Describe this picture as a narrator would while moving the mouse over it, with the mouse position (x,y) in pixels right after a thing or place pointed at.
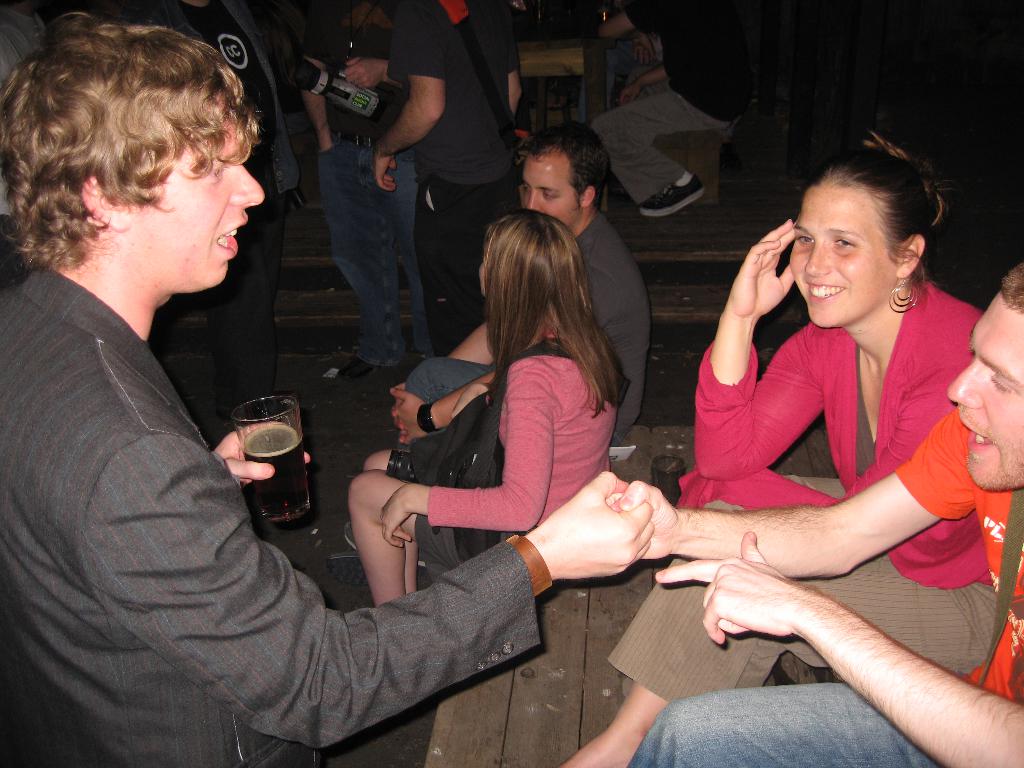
On the right of this picture (806,531) we can see the group of persons (794,535) sitting and on the left (136,493) a person (217,492) holding a glass of drink (261,461) and standing. In the background (372,157) we can see the group of persons (706,104), wooden tables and some other objects (798,56).
